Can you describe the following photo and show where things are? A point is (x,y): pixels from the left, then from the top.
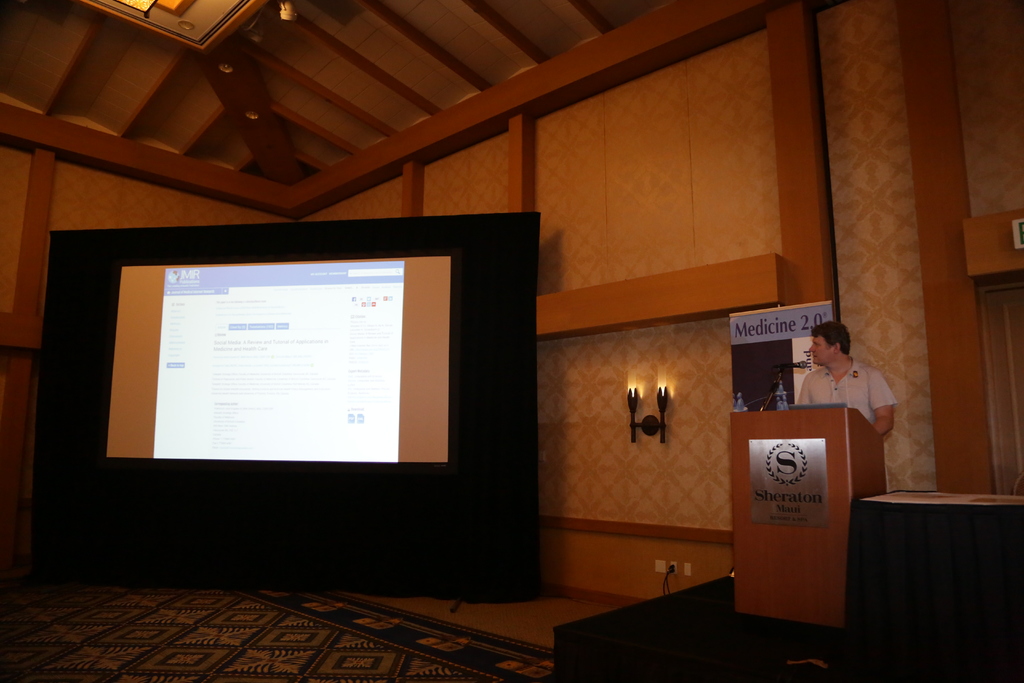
In this image we can see walls (604,150), lights (634,410) attached to the wall (651,394), display screen (327,289), carpet (409,649), floor (545,625), cable (664,583), power socket (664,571), person (851,398) standing near the podium (779,482), disposal bottle (785,391) and an information board (780,327).
